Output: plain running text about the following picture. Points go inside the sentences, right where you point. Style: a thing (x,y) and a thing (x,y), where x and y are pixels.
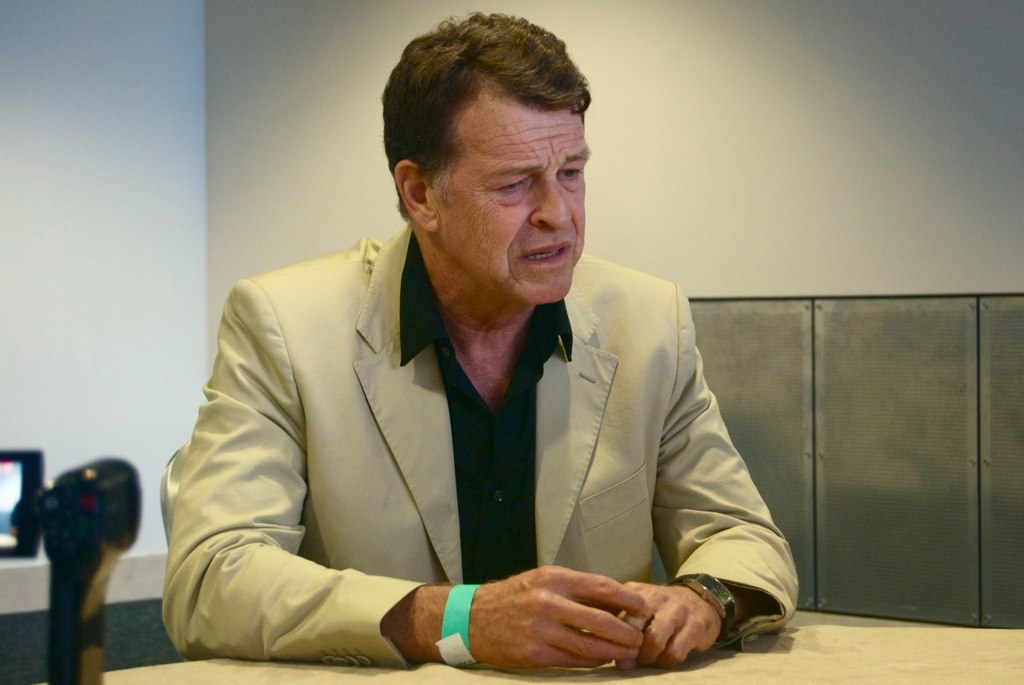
In the picture there is a man (650,561), he is sitting in front of a table (376,671) and he is speaking something. Behind the man (569,105) there is a white color wall (657,165).
